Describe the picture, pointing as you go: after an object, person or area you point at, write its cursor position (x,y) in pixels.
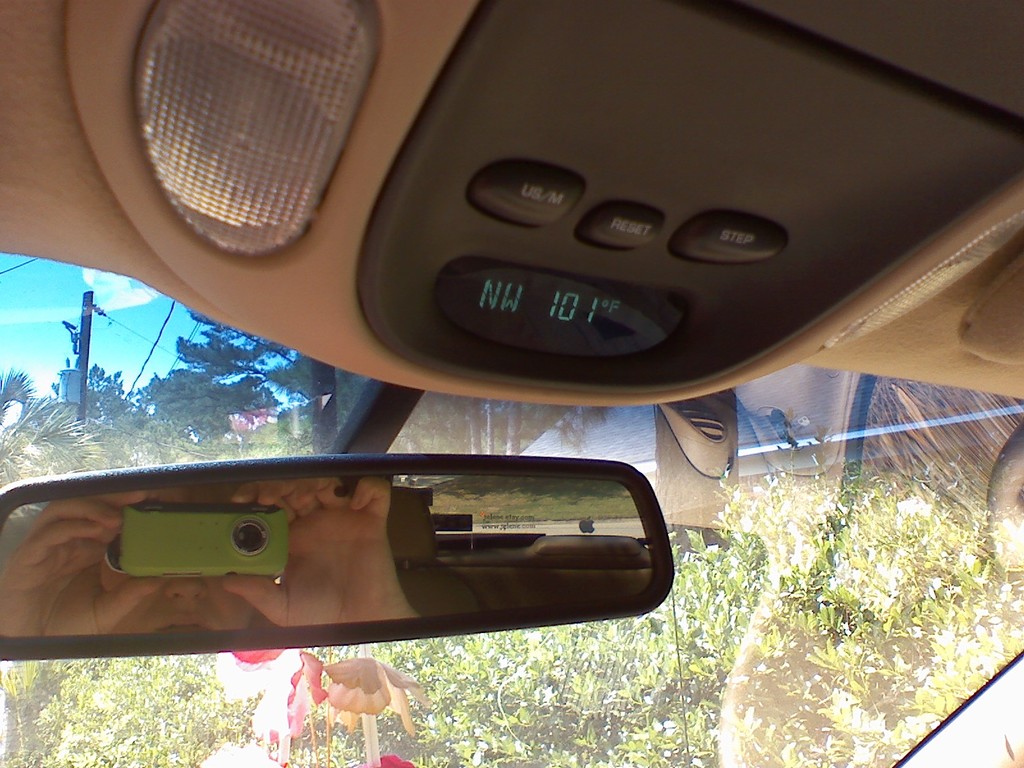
In this image we can see a rooftop of a car (419,40) with buttons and light (278,149). In front of the image there is a windshield (216,391), in front of the windshield (196,390) there is a rear view mirror (159,596), through the mirror (348,609), we can see there is a person (346,526) holding a mobile (201,523) in his hand (256,580), behind the person (295,580) there is a seat (400,530), behind the seat (400,522) we can see the rear windshield (433,496), through the windshield (596,485) we can see the trees (577,485). In front of the image behind the rear view mirror (322,482) there are some objects (301,695) hanging, through the glass (334,655) we can trees (104,435) and electric poles (78,344) with cables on it. At the top of the image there are clouds (123,289) in the sky (41,294).
